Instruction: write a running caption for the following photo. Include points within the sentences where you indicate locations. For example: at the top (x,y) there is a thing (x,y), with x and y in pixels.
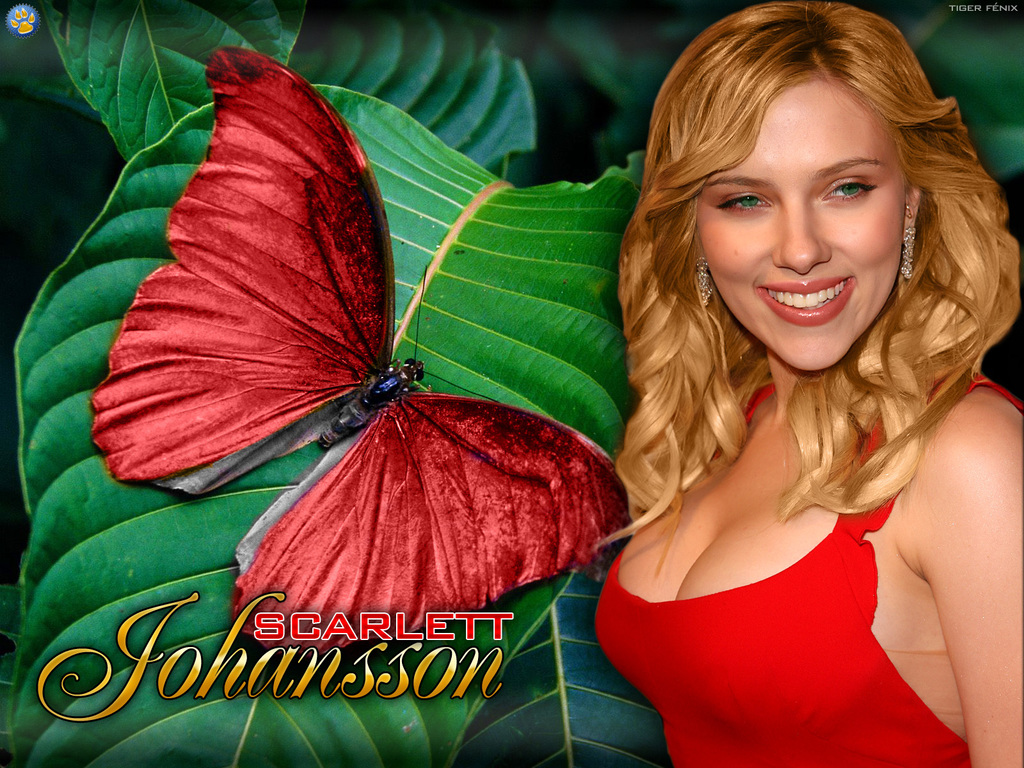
In this image there is a woman (679,298) at the right (828,504) wearing a red dress (695,709). There is a butterfly (234,444) on a leaf (471,386).
